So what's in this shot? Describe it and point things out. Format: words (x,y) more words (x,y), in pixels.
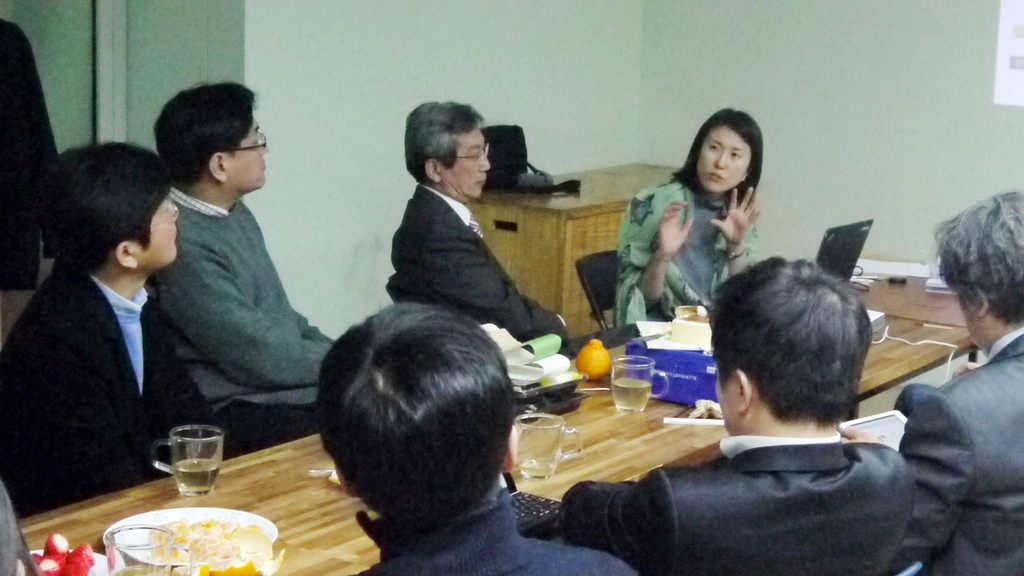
Here in this picture we can see six men (1000,270) and one lady (700,219) sitting on a chair (598,269). In front of that lady (699,238) there is a laptop (831,239). Behind her there is cupboard (562,220) in that cupboard (553,209) there is a black bag (507,164) on it. Between these people (681,233) there is a table (623,431). On that table (633,428) there are four cups (185,447). And slices of oranges (210,537) are there on the plate (245,521). And to the left corner (76,554) there are strawberries (68,566) on the plate (96,575).
